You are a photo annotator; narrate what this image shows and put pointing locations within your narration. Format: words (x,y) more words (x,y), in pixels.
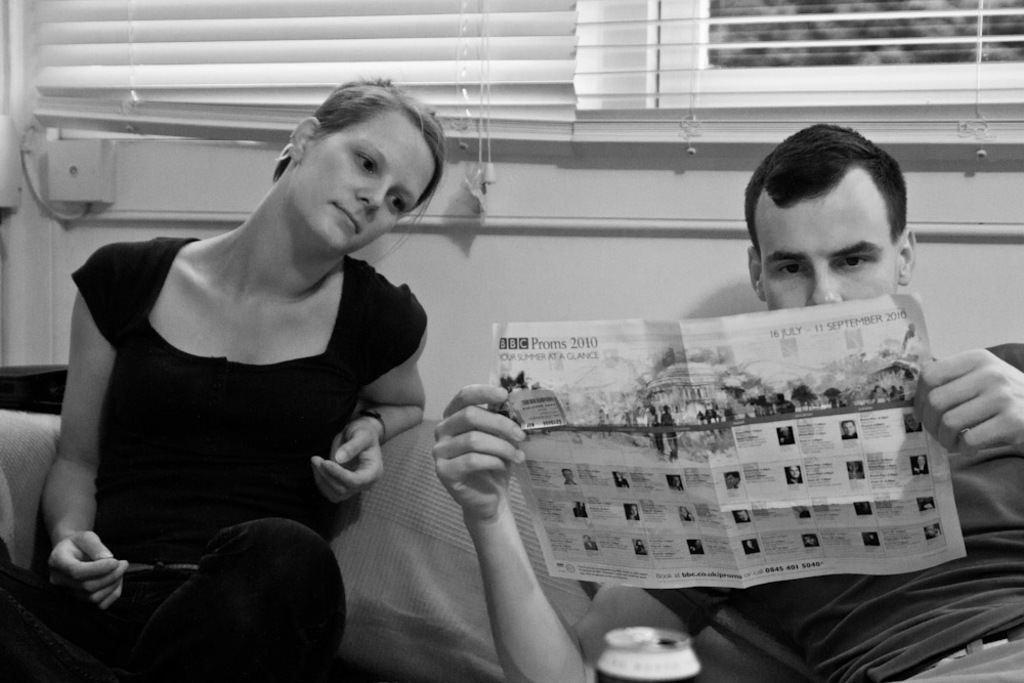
In this image we can see two persons (207,490) are sitting on the couch (384,666), one of them is holding a paper (740,457) with text (875,428) and images (664,451) on it, behind them, we can see the wall (545,192) and the window (652,34), in front of them there is a soda can (674,641), also the picture is taken in black and white mode.
